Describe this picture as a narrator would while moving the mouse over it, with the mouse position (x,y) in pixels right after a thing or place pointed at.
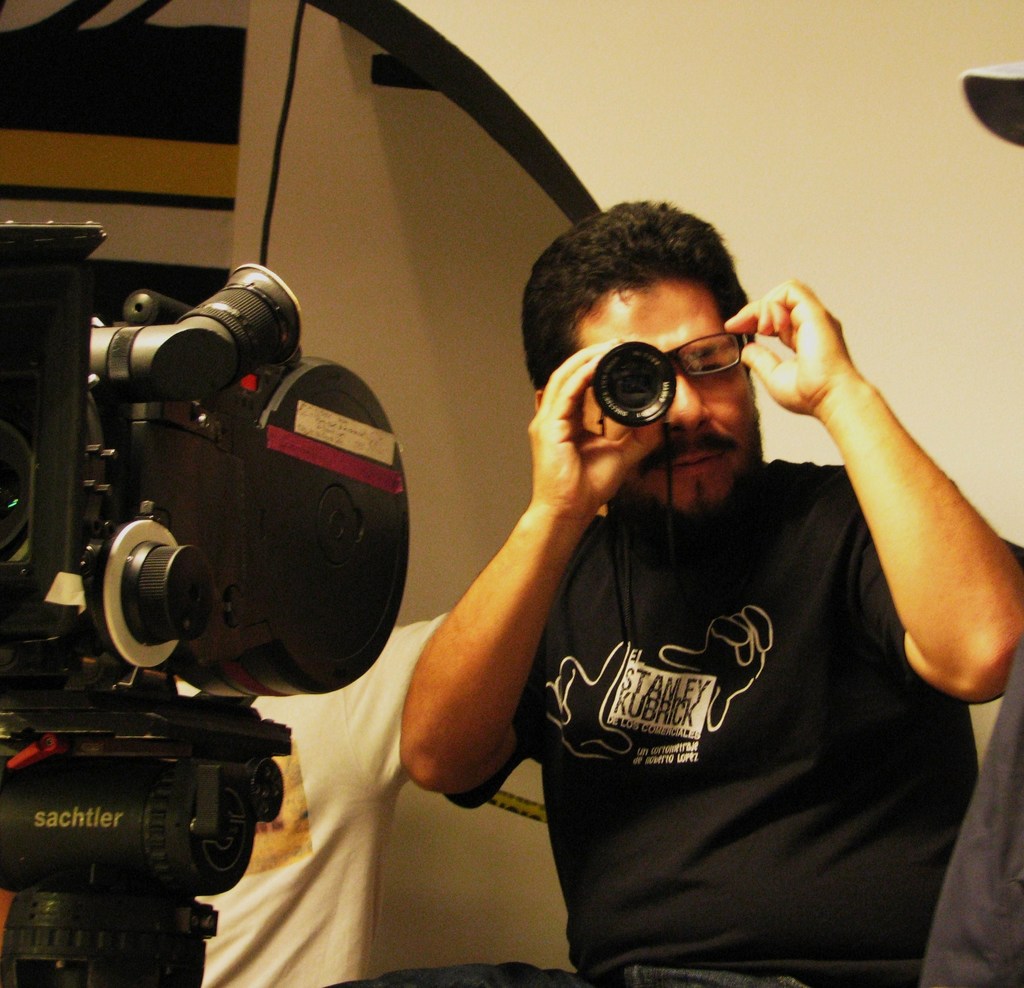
In this picture we can see three people (492,595), a man (691,573) is seeing with the help of camera lens (644,414), in front of them we can find a camera (265,495).
